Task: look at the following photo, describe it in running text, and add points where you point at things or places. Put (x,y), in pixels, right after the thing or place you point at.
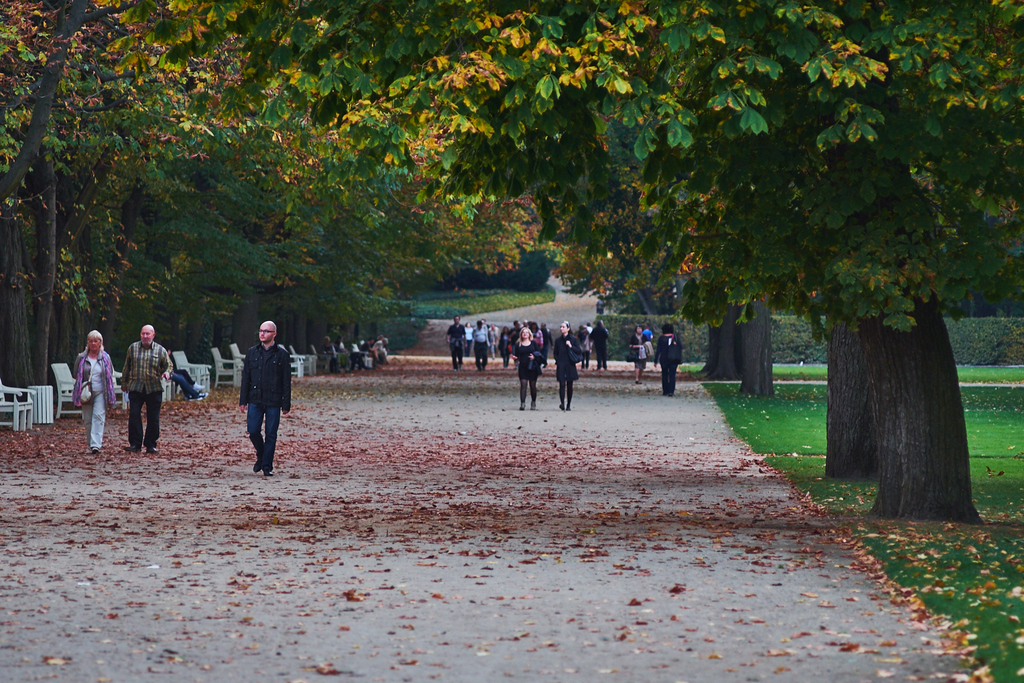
In this image in the background (495,336) there are persons (483,343) walking and on the left side (136,388) there are persons (369,351) sitting and walking and there are empty chairs (19,410) and on the right side (737,336) there are trees (762,368), there is grass (983,517) on the ground (805,454) and there are dry leaves (476,515) on the ground (513,522).
